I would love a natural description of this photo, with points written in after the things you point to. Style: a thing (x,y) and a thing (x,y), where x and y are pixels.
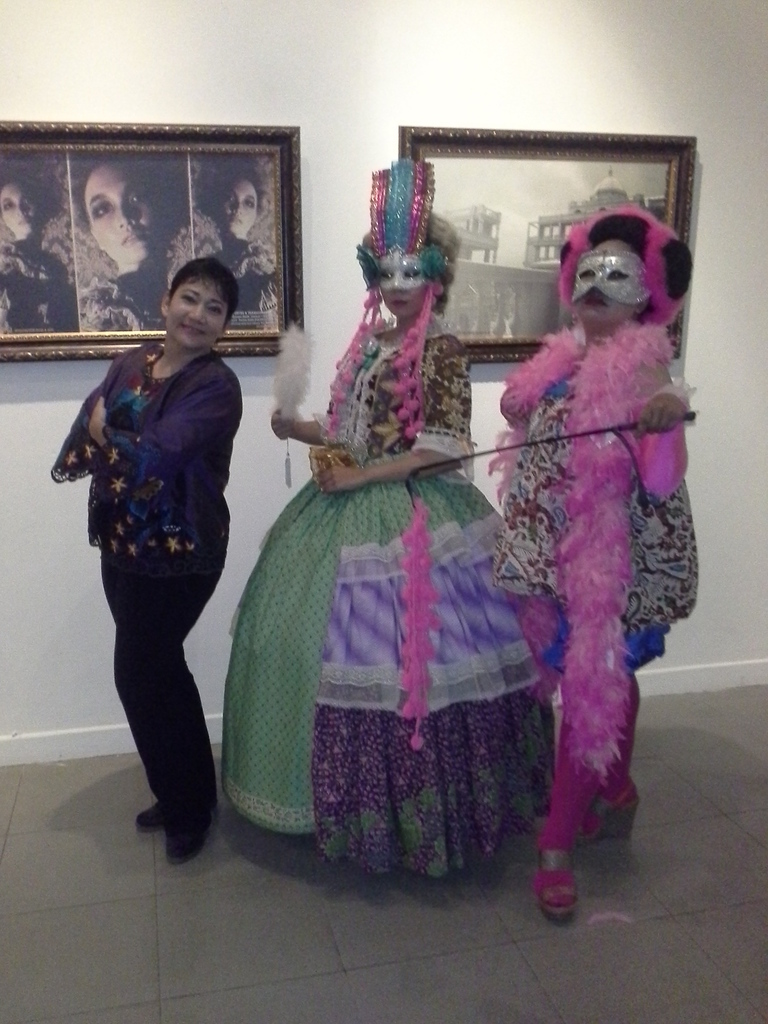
Here I can see three persons (383,500) are standing on the floor (310,850), smiling and giving pose for the picture. Two persons (451,542) are wearing costumes (515,478). In the background (138,231) there are two frames (549,179) attached to the wall (296,75).
